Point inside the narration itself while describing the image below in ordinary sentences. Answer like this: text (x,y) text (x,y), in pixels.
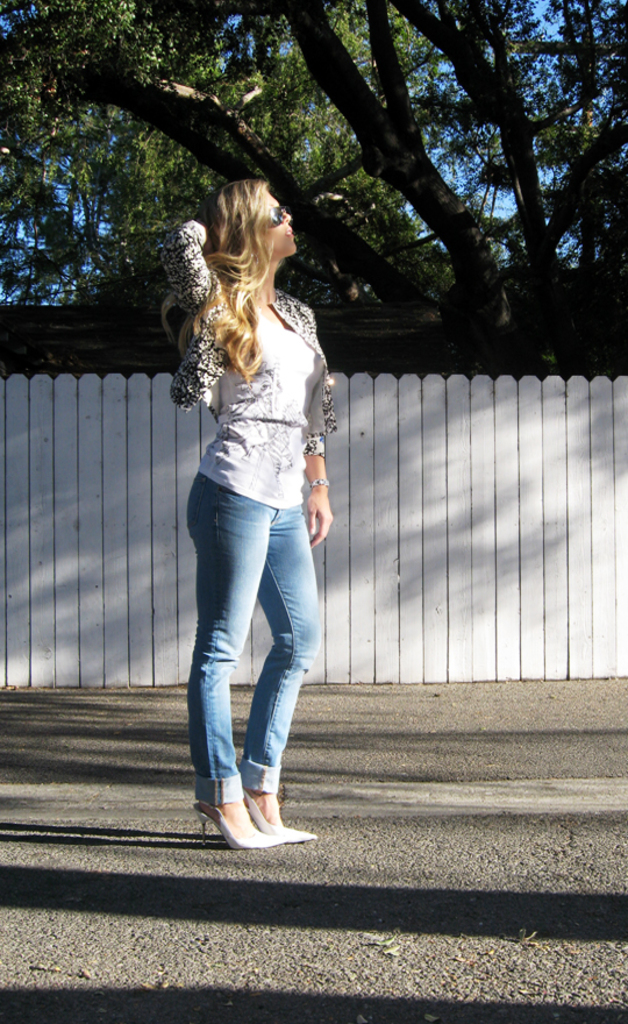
In this image I can see the person (222,461) with the black, white and blue color dress (221,463). In the background (147,668) I can see the fence (439,506), many trees (526,183) and the sky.
